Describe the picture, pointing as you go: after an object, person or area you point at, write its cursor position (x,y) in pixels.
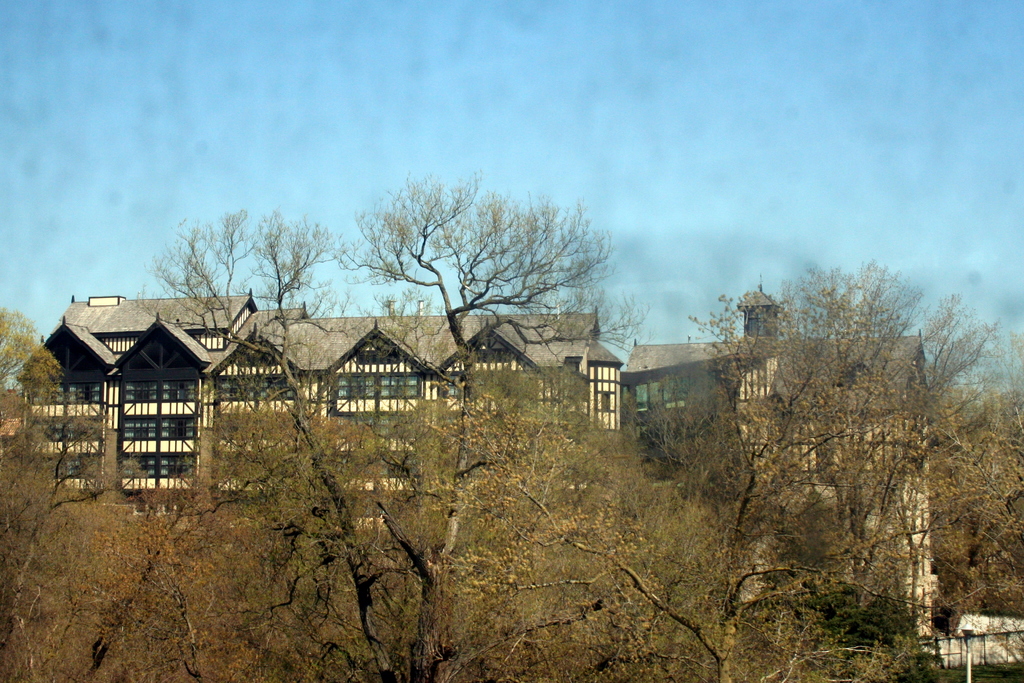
In the background of the image (421,332) there are buildings (414,392). In the foreground of the image (477,516) there are trees (519,491). At the top of the image (251,103) there is sky (341,127).
